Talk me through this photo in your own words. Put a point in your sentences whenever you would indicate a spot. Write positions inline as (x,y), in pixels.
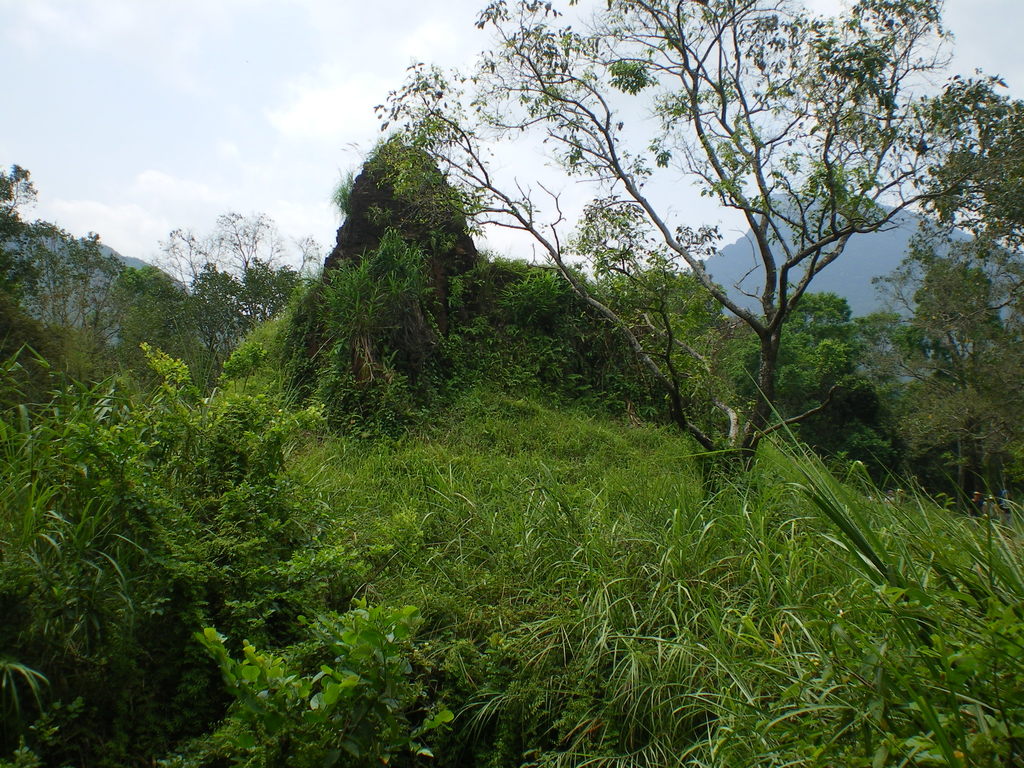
In this image we can see trees (85,334) and plants (477,422). In the back (731,267) there are hills (711,265). In the background (274,38) there is sky (293,43) with clouds (369,31).
